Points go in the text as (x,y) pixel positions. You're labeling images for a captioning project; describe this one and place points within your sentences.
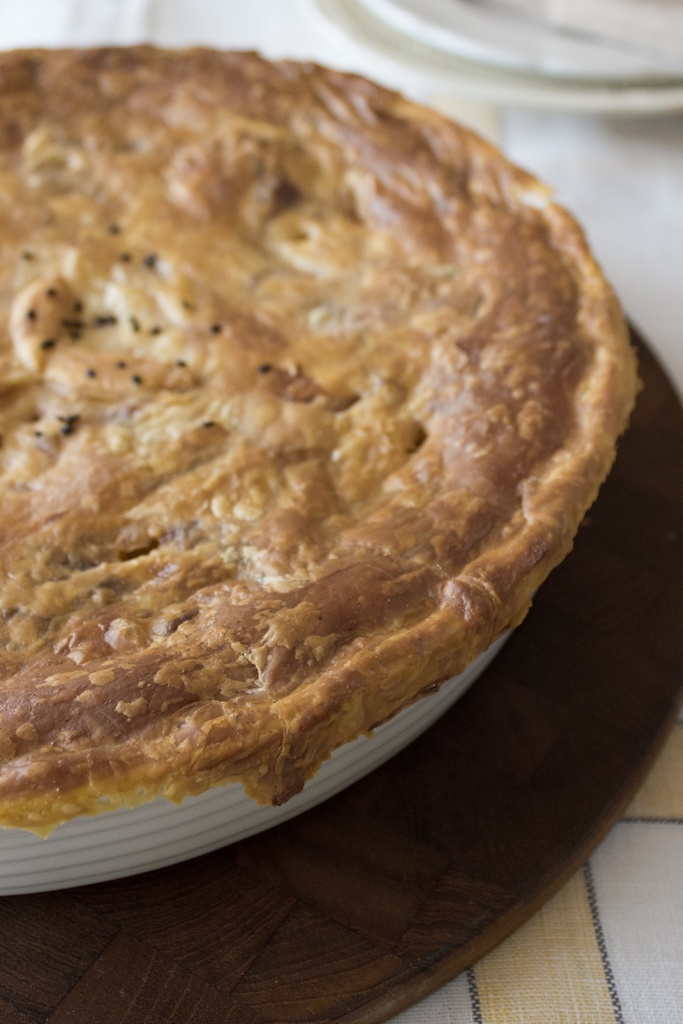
In the center of the image (363,489) there is a food item (201,705) in a plate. At the bottom of the image (489,988) there is a table (472,1002) on which there is a cloth (527,1000).
